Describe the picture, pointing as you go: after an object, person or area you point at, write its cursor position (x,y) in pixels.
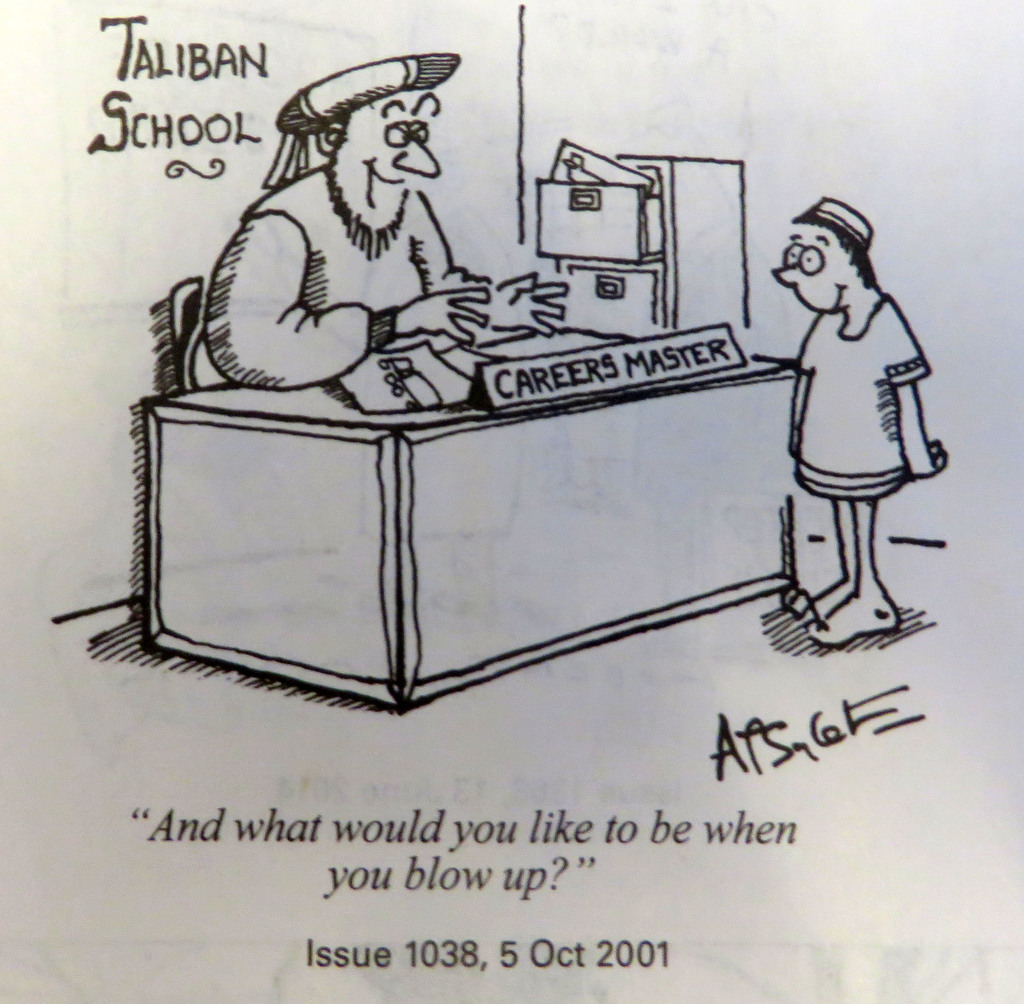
This is a poster and in this poster we can see a man (289,222) sitting on a chair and a table (666,406) with papers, name board (727,358) on it, person (815,346) standing, drawers (706,204) and some text (867,711).
